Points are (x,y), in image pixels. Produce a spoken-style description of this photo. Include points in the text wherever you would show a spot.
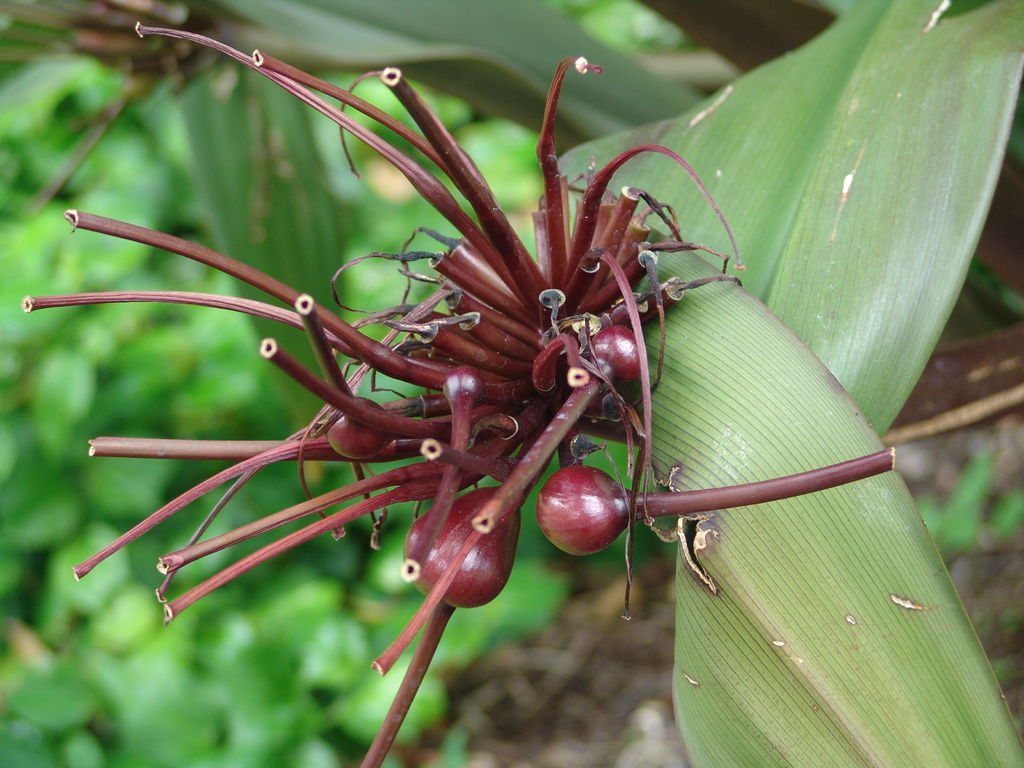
In this image I can see a plant (490,550) and the plant (792,631) is in brown and green color. Background (147,115) I can see few plants (11,344) in green color.
